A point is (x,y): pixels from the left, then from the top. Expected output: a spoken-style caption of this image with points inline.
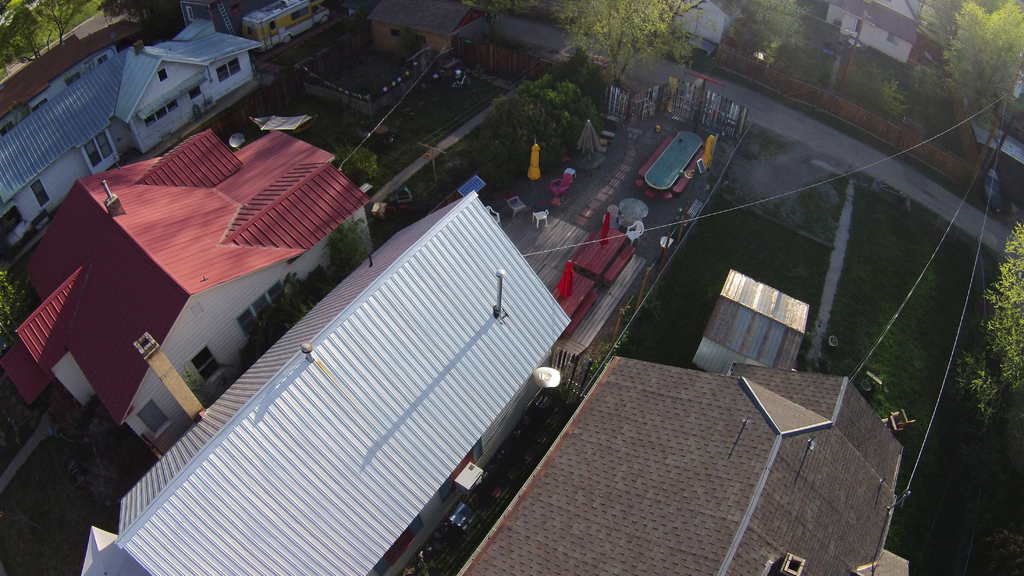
In this picture we can see there are houses (365,265) on the path (775,108) and the right side of the houses (344,373) there is a vehicle (271,20), chairs (515,210) and some objects (626,226). In between the houses (451,16) there is a path (759,104) and on the right side of the houses (297,420) there are trees (1008,264) and cables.
